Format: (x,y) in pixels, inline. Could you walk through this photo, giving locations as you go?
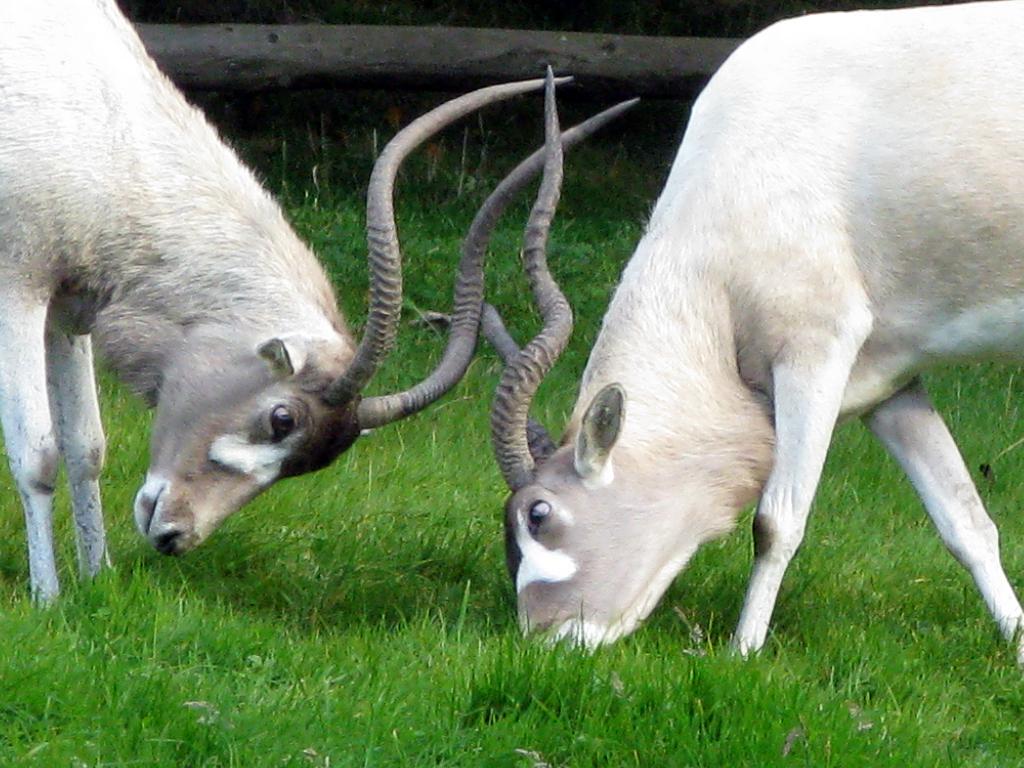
In this image we can see two animals (737,304) eating grass (312,643) on the ground (374,690). There is one pole (349,65) and some green grass (345,702) on the ground (217,662).
